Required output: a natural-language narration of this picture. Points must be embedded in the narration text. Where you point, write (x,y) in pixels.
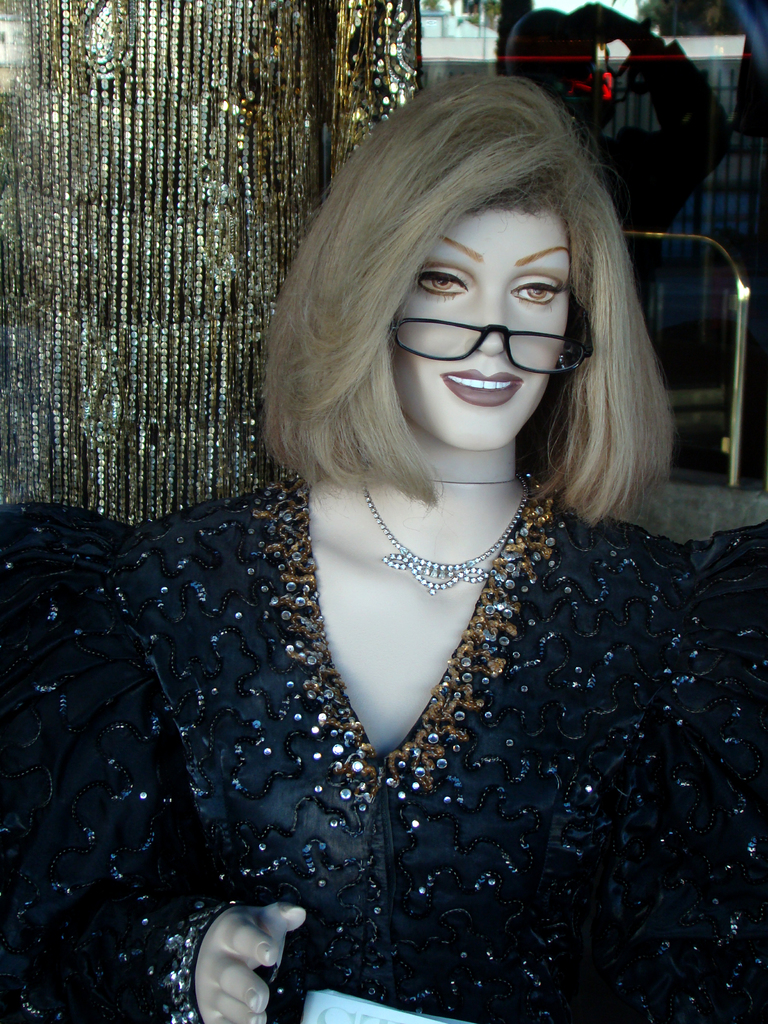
In this image I can see a mannequin (453,503) wearing black dress (99,850) and black colored spectacles (569,361). In the background (633,15) I can see a curtain (276,323) and the glass (591,94) in which I can see the reflection (592,20) of a person (575,24).
